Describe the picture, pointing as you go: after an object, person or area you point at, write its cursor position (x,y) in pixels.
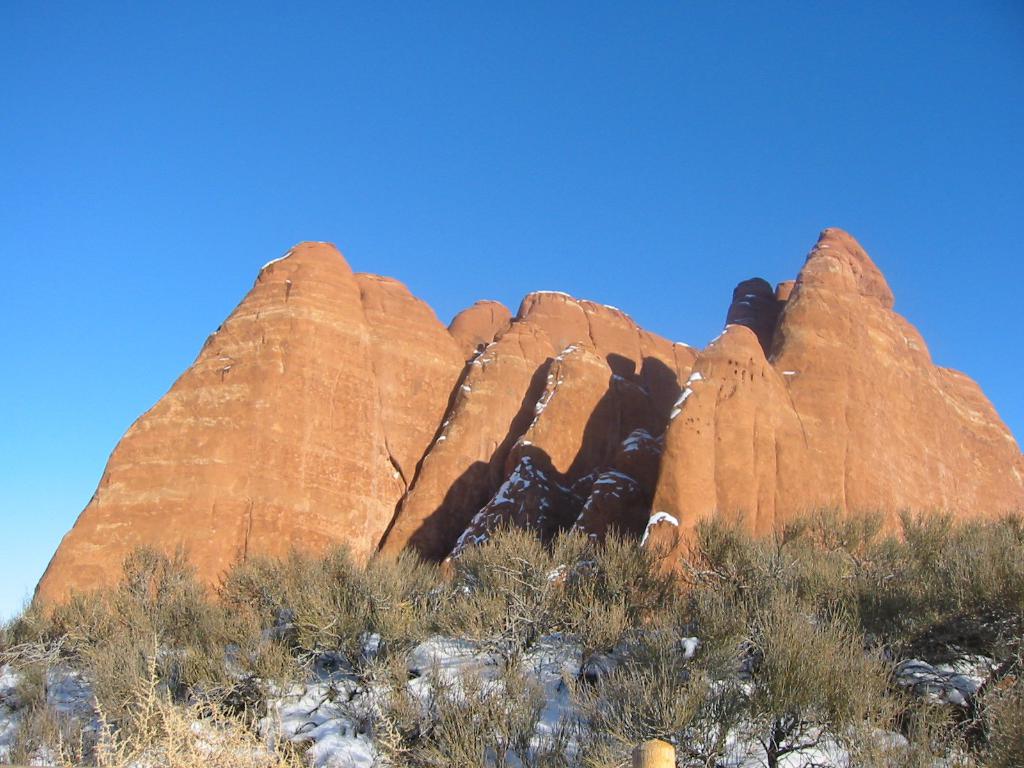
In the image there are some plants (518,681) in the foreground (456,737) and behind the plants (514,719) there are hills (505,447).
